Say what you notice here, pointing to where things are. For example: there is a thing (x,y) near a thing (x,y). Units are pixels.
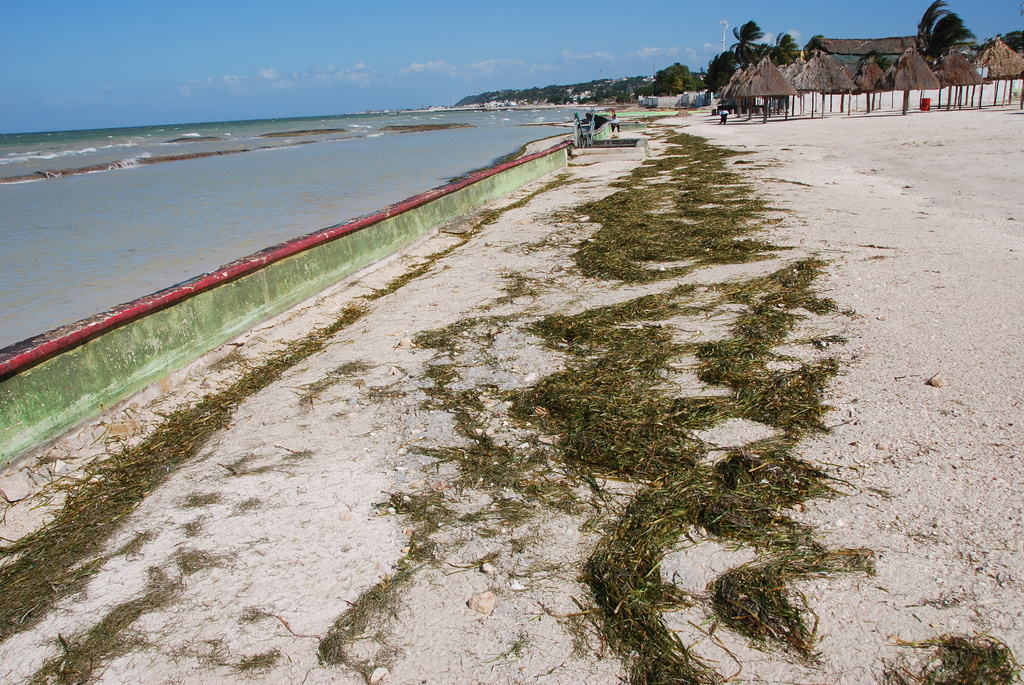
In this picture there is sand (736,426) which has few green color objects (682,411) on it and there are few trees (747,40), buildings (921,79) and some other objects (873,74) in the right corner (874,71) and there is water (214,195) in the left corner (198,189) and there are mountains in the background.
